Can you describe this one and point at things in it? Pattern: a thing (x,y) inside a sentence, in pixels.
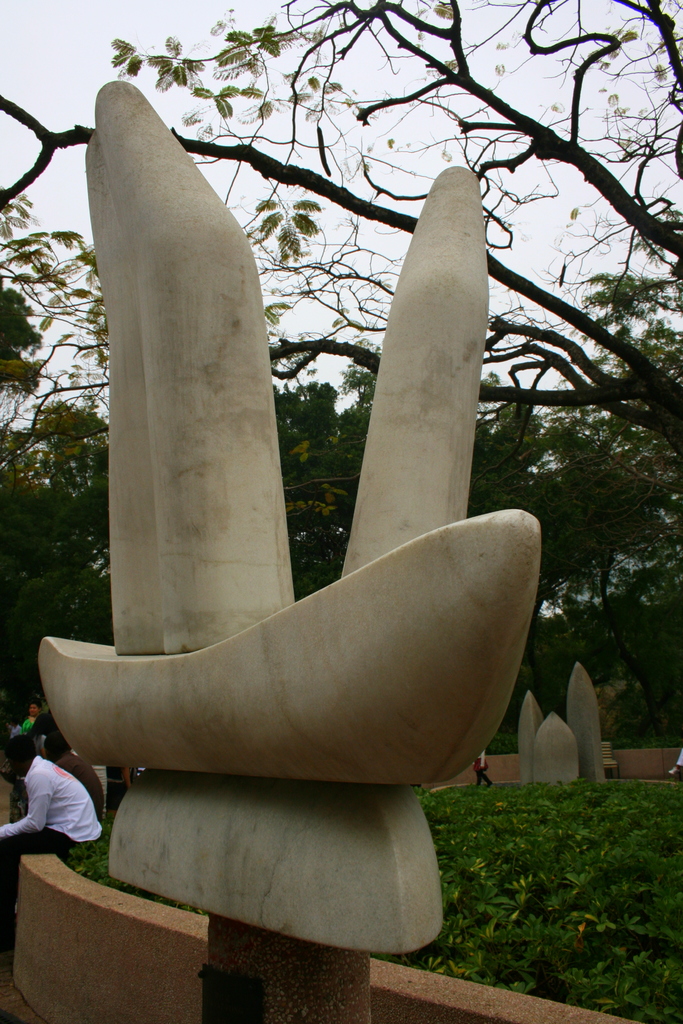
This image consists of a sculpture (218,497). At the bottom (589,956), there are plants (538,927). In the background (18,249), there are trees (18,249). And we can see few people (75,800) in this image.
